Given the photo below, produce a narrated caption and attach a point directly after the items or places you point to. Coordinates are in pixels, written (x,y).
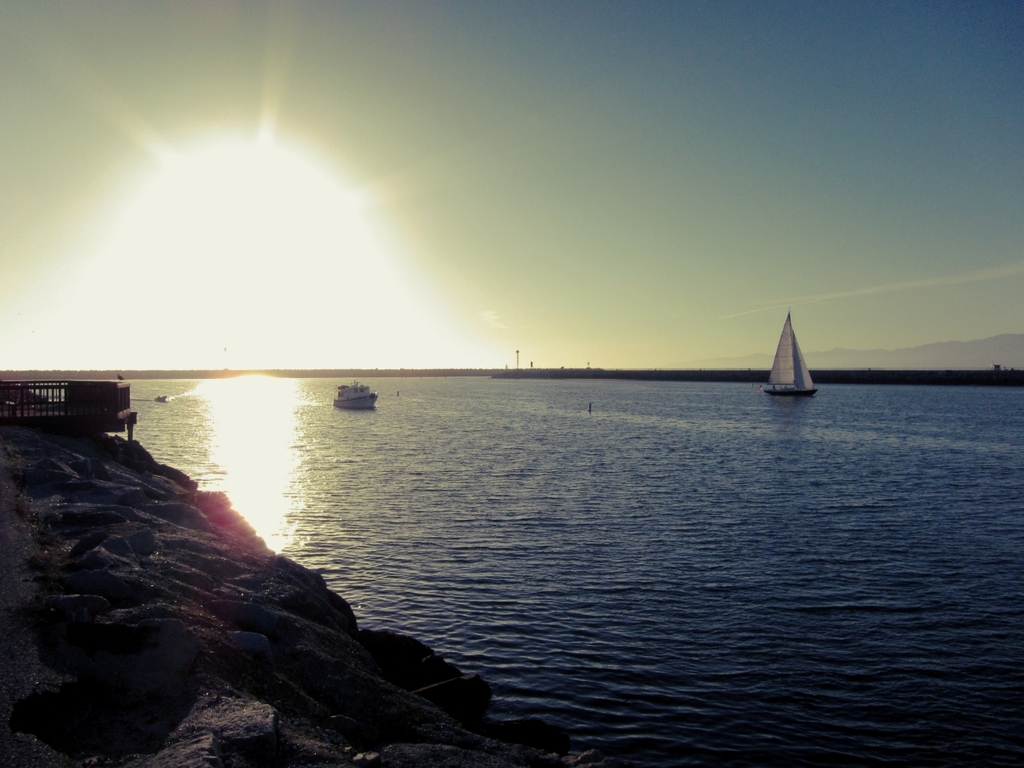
In this image in the center (359,404) there are boats (371,397) sailing on the water (669,392). On the left side (87,418) there is a bridge (73,417) and on the right side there are poles (531,362).
